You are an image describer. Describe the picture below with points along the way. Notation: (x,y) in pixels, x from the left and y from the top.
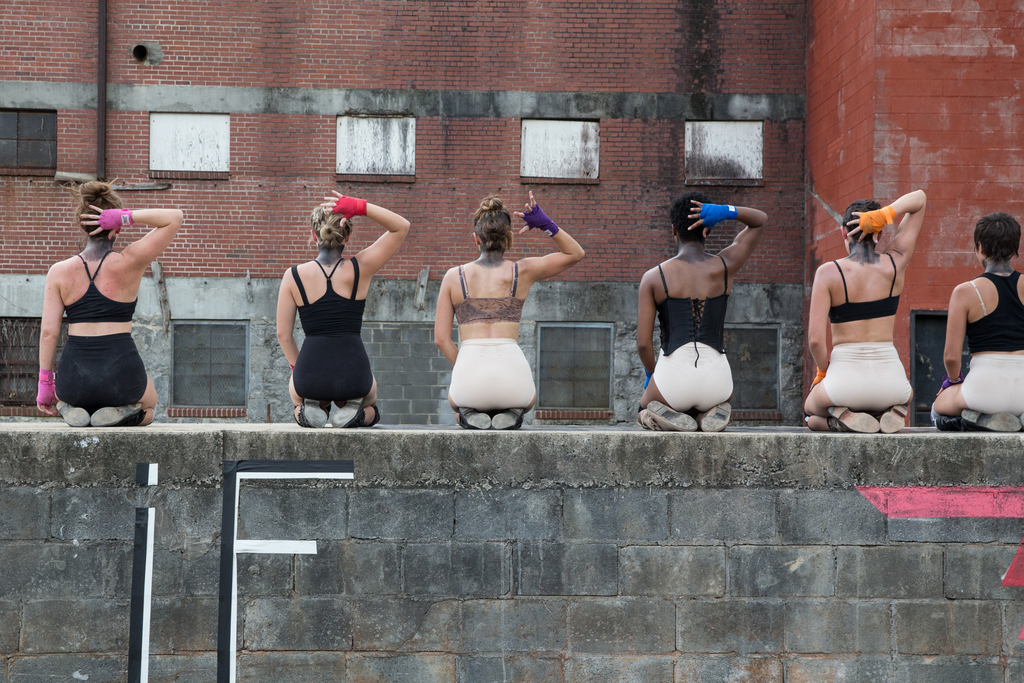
In this image there are a few women (58,286) sitting on their knees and placed their hand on the back of their head (490,239). In the background (442,129) there is a building (419,91) with red bricks (772,203) and at the bottom of the image (436,590) there is a wall (641,595).
